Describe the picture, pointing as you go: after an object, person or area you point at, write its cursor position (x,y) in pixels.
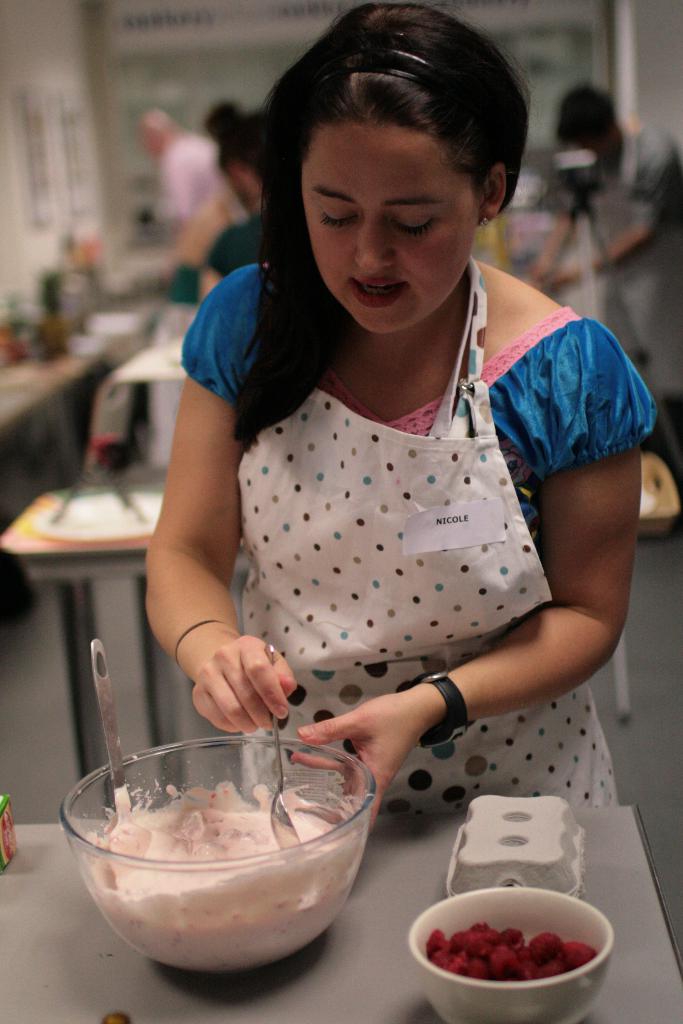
In the middle of this image (399,433), there is a woman (574,488) speaking, holding a spoon (273,671) with a hand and holding a bowl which is on a table (372,925) on which there are some objects (468,938). In the background (663,158), there are persons (675,186), a wall (84,143) and other objects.
